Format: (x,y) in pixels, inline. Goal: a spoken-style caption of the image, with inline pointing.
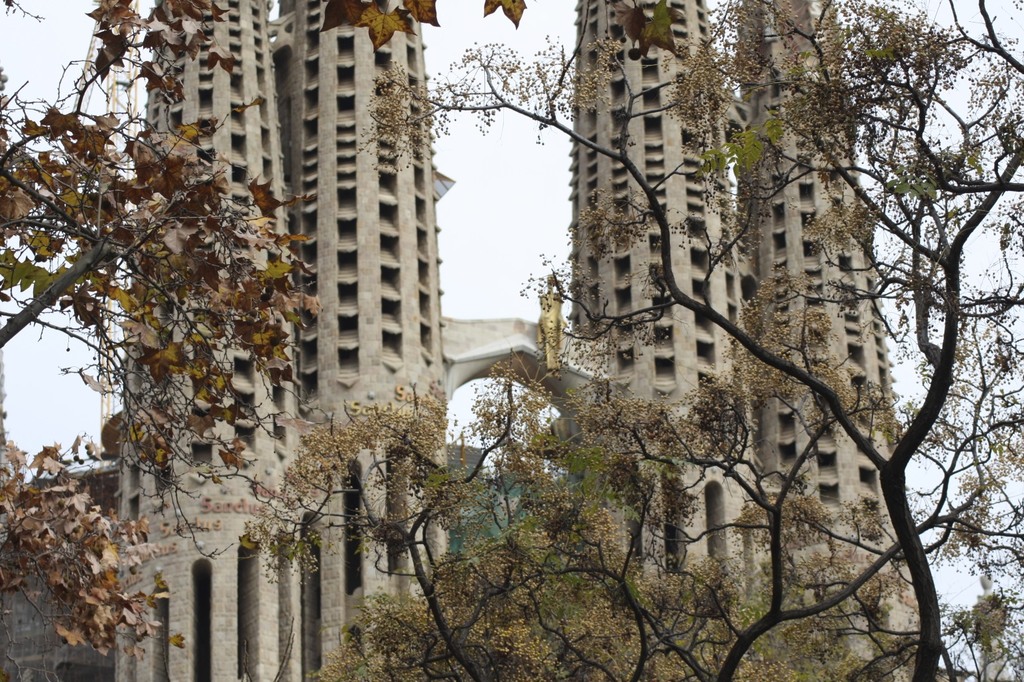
In this picture, we can see buildings (617,350), trees (759,160) and the sky (888,235).
